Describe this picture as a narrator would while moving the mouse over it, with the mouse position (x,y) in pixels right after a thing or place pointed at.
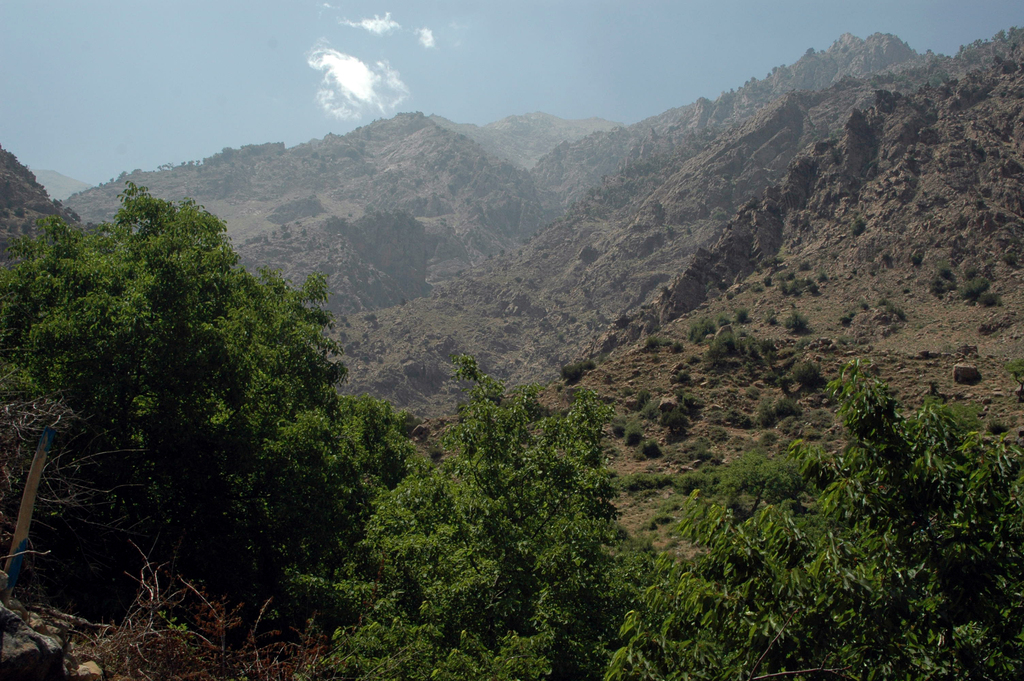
In this image at the bottom (581,520) there are some trees (82,281), and in the background (1013,133) there are mountains (719,251) and plants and at the top (294,20) there is sky (325,53).
